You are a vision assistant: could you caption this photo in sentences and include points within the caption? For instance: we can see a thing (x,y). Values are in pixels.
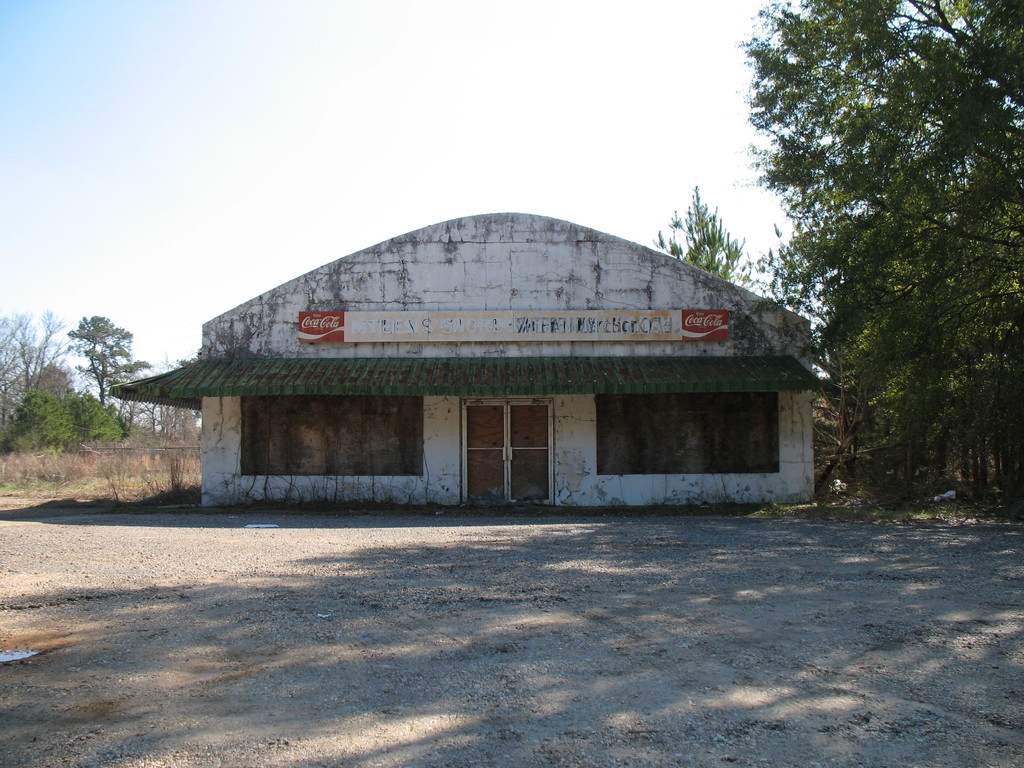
In this image there is a house (496,444) in the middle of this image (451,392). There is a soil ground (404,586) in the bottom of this image (477,588). There are some trees (194,430) in the background (840,327). There is a sky (438,140) on the top of this image (366,147).
